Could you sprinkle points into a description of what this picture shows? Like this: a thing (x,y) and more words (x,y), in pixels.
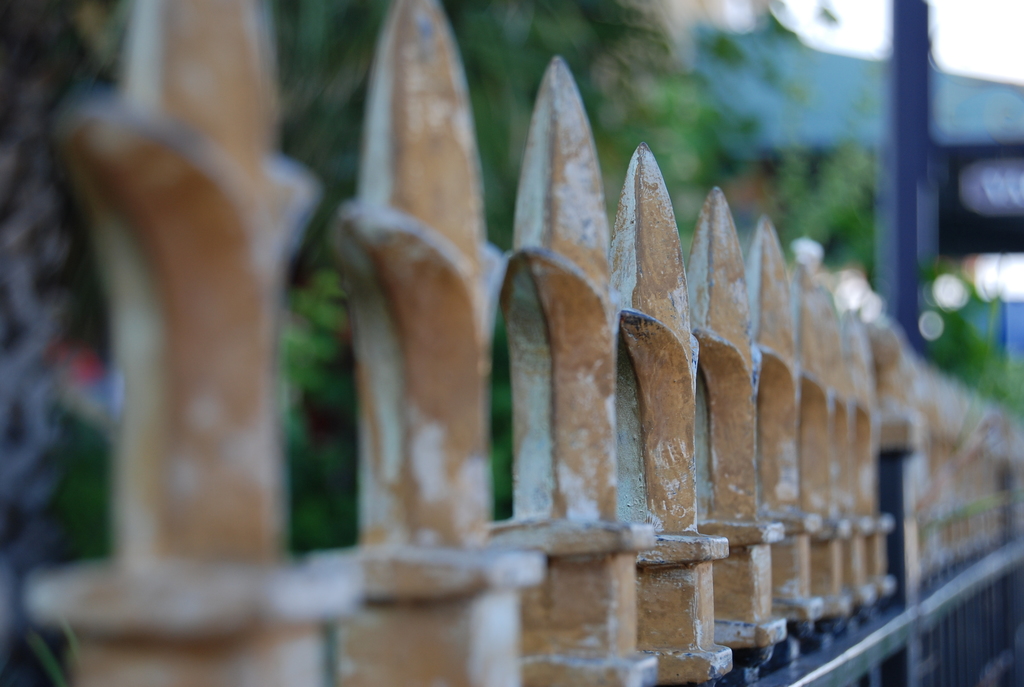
In this image there is one iron gate (570,476) at bottom of this image (301,484) and there are some trees (807,225) in the background (830,250).
